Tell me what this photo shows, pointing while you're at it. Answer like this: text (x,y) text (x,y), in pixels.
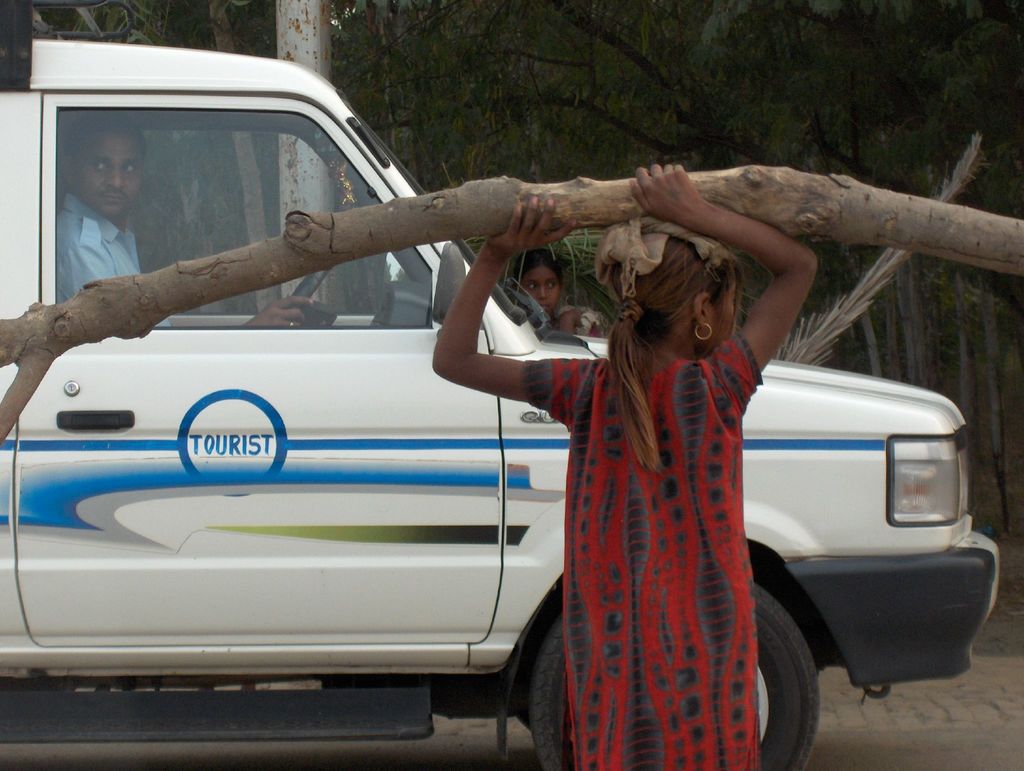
In this picture we can see a girl (631,457) holding a wooden log (320,236). There is a man (90,253) sitting in a vehicle (222,398). Behind the vehicle (490,351), there are trees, a pole (282,33) and a person (546,309).
